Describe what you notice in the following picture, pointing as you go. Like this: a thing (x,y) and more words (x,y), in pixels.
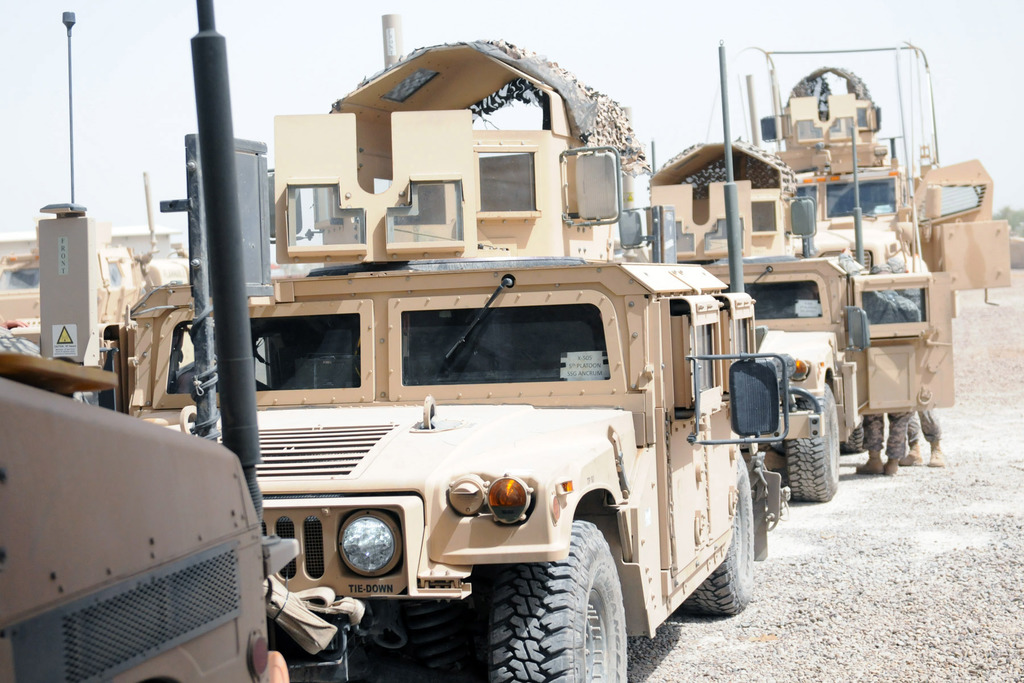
In this picture there are vehicles (281,325) and there are persons (907,316) and on the right side (1018,220) there are leaves (1022,225) and the sky (631,79) is cloudy.
